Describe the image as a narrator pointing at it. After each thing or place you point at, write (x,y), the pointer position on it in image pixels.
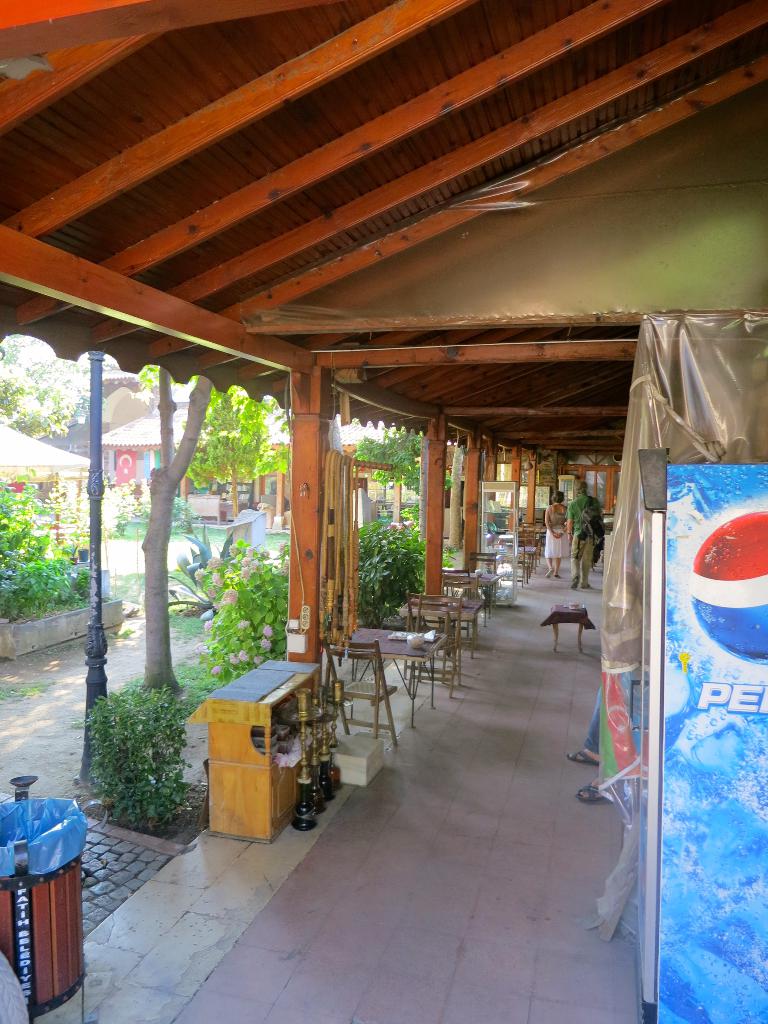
A couple (582,505) are walking in a corridor (520,628) of a restaurant (423,865) with some tables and chairs (524,555). There are some plants (239,586) and trees (164,644) beside the corridor (433,855).
